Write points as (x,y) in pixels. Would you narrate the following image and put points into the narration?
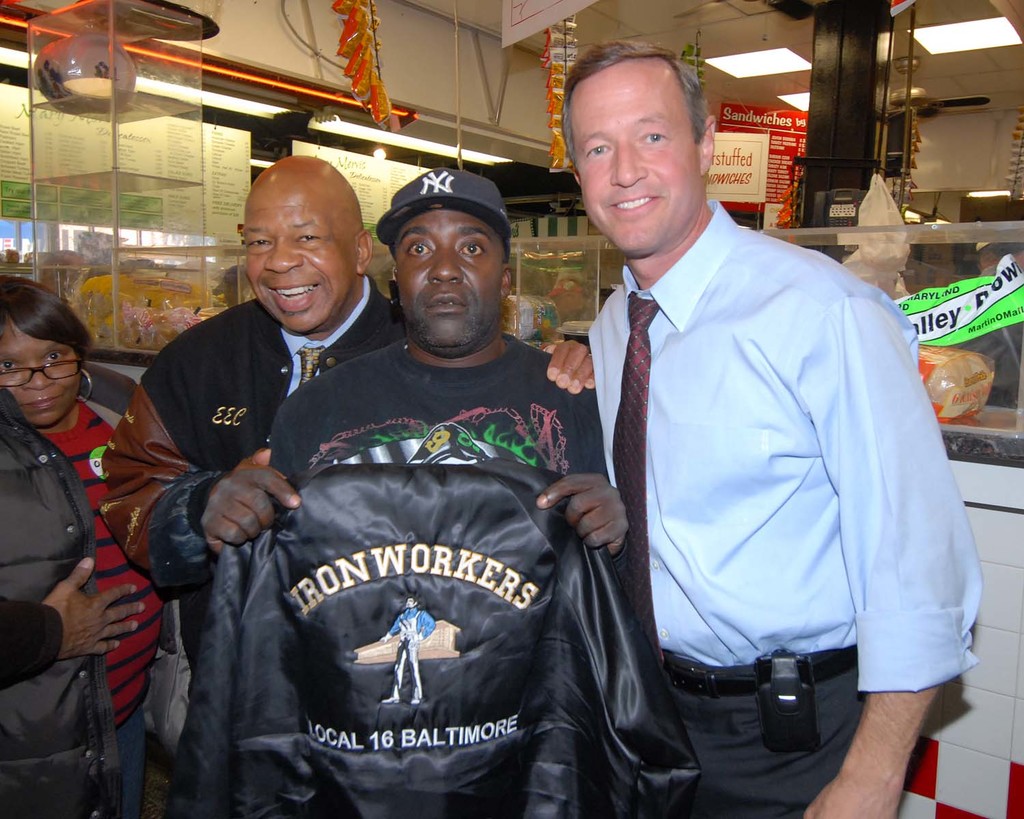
In this image there are a few people (732,481) standing and one of them is holding a jerkin (296,645) in his hand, behind them there are a few objects (963,330) placed on the platform (571,337) and a few objects (557,81) are hanging from the ceiling (927,74) and there is a board (740,154) with some text (730,154) and there is another board (791,157) with menu (781,170), there is a pillar (817,152) and at the top of the image (642,6) there is a ceiling (803,43).
